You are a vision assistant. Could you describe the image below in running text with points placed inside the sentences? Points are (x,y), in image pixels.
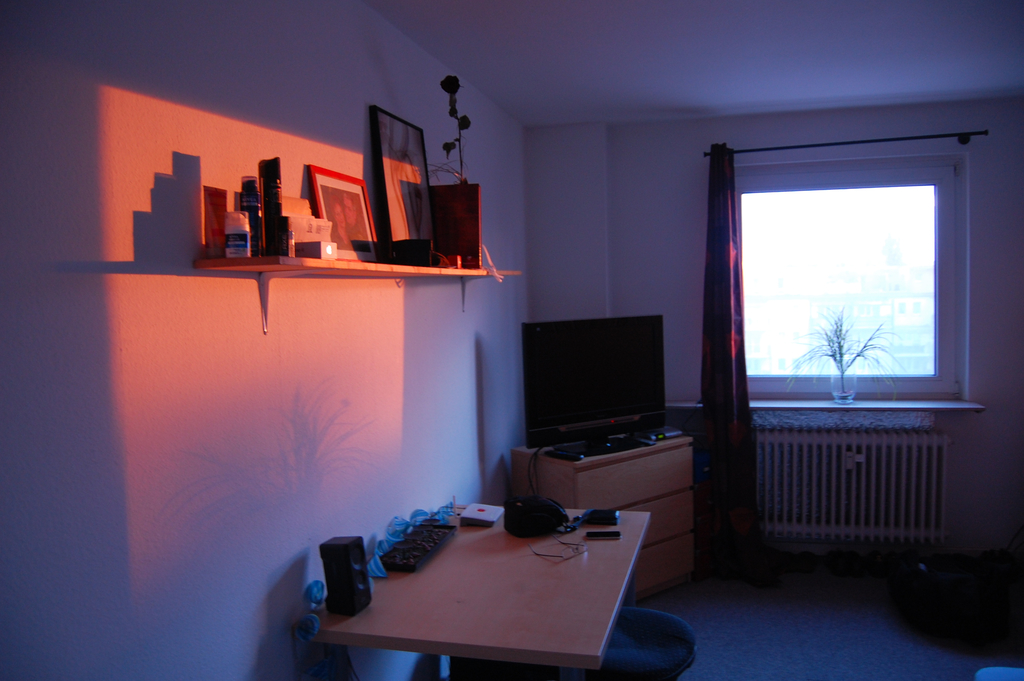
In a room (576,555) there are objects (335,556) on a table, there is a window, curtain (730,376) and a plant (830,362). At the back (656,364) there is a monitor (579,425). There is a shelf (353,272) on which there are photo frames (331,229) and other objects (287,255).
